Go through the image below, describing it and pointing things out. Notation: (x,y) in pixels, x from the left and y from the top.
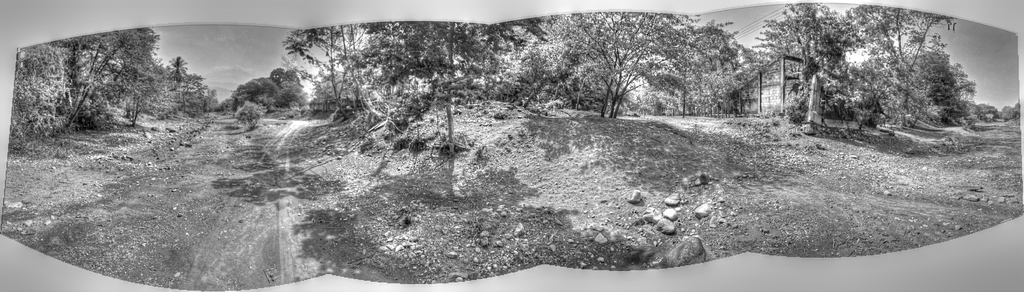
In this image I can see the black and white picture in which I can see the road (305,191), the ground (248,197), few rocks (633,192) on the ground (642,167), few trees (447,74), a house (780,82) and the sky (998,44) in the background (746,33).
